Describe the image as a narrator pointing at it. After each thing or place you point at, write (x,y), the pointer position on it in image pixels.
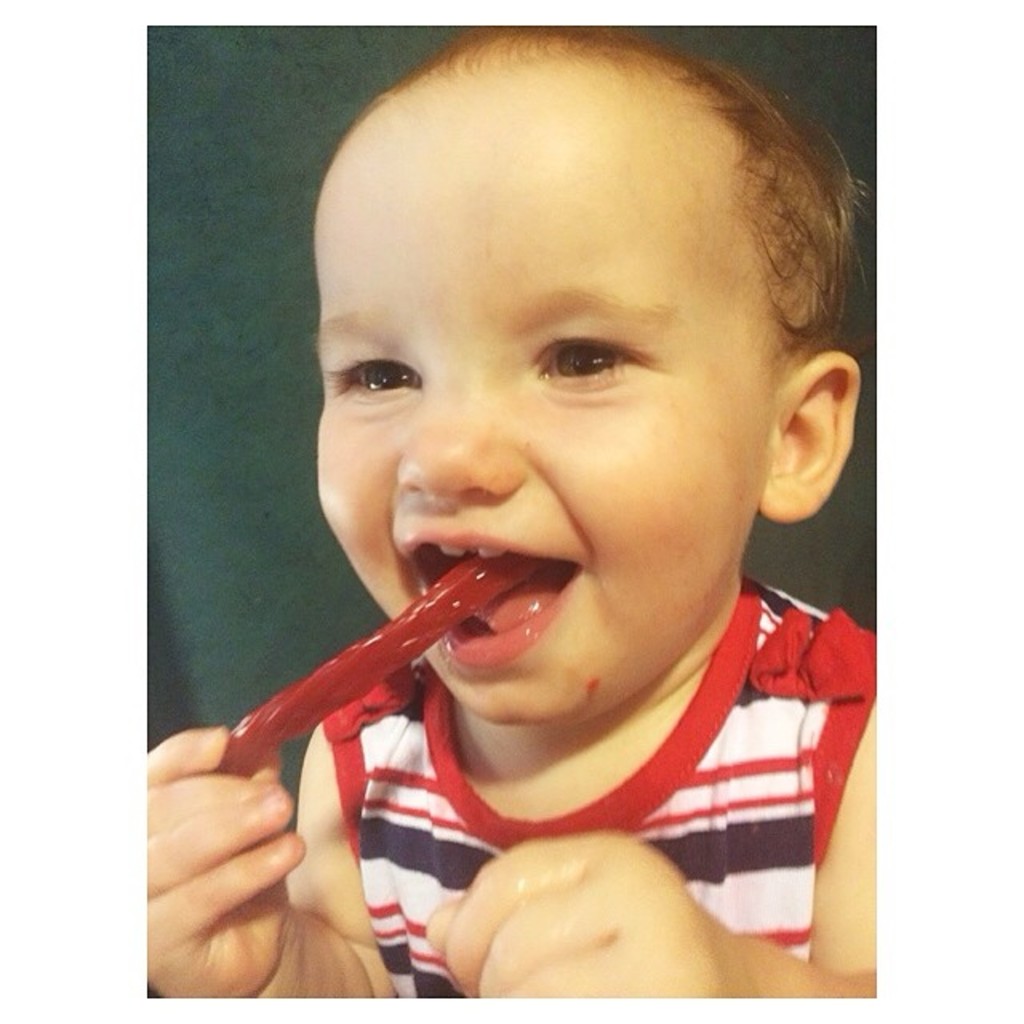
In this image I can see a kid (598,553) is eating some red color food item (419,616).
